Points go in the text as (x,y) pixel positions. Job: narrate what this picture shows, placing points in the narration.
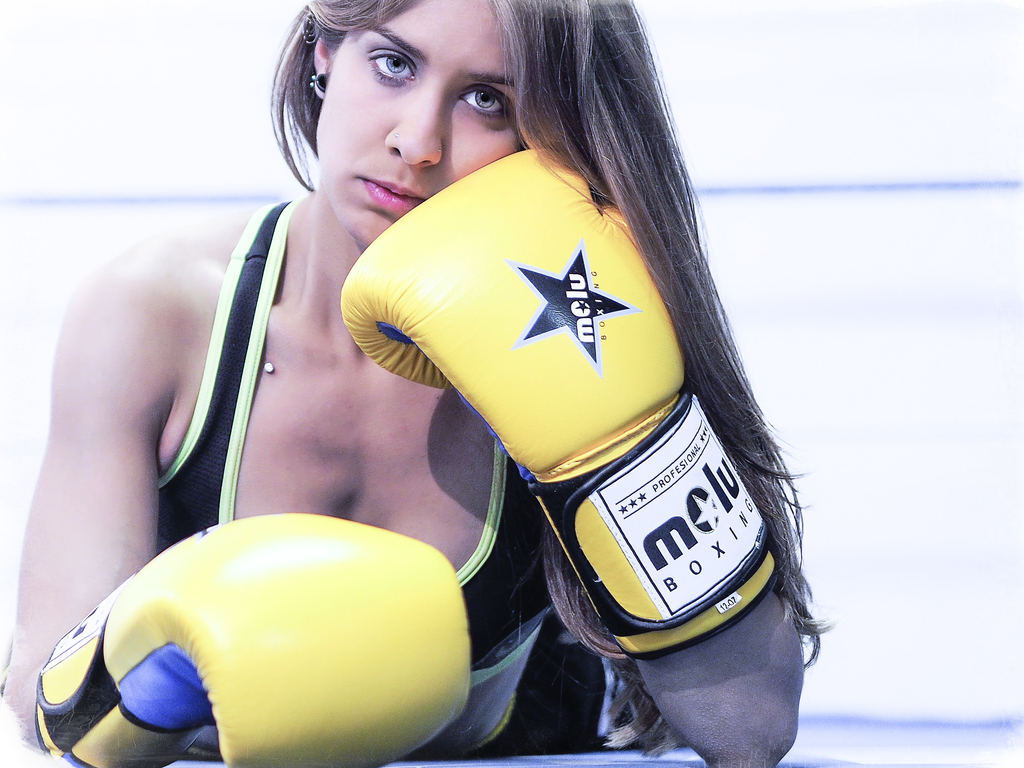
In this image there is a woman (359,202) with boxing gloves (639,469) is laying on the floor (682,763), and there is white color background (756,203).
